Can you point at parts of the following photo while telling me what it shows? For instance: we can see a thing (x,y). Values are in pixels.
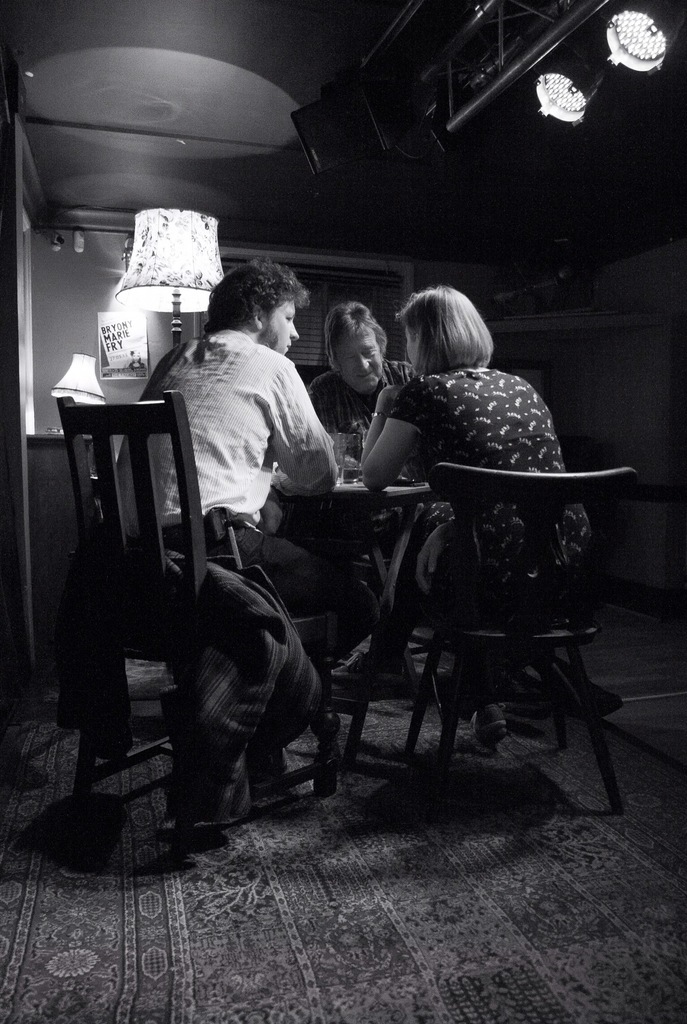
This is a black and white image. This image is clicked in a room (445,496). There are lights (569,84) on the top right corner (540,80) and there are lamps (180,236) on left side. There is a table (384,496) and chairs (186,469) around that. People (345,611) are sitting in that chairs (531,486). There is a glass (358,452) on that table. There is carpet (353,951) in the bottom (419,919).
